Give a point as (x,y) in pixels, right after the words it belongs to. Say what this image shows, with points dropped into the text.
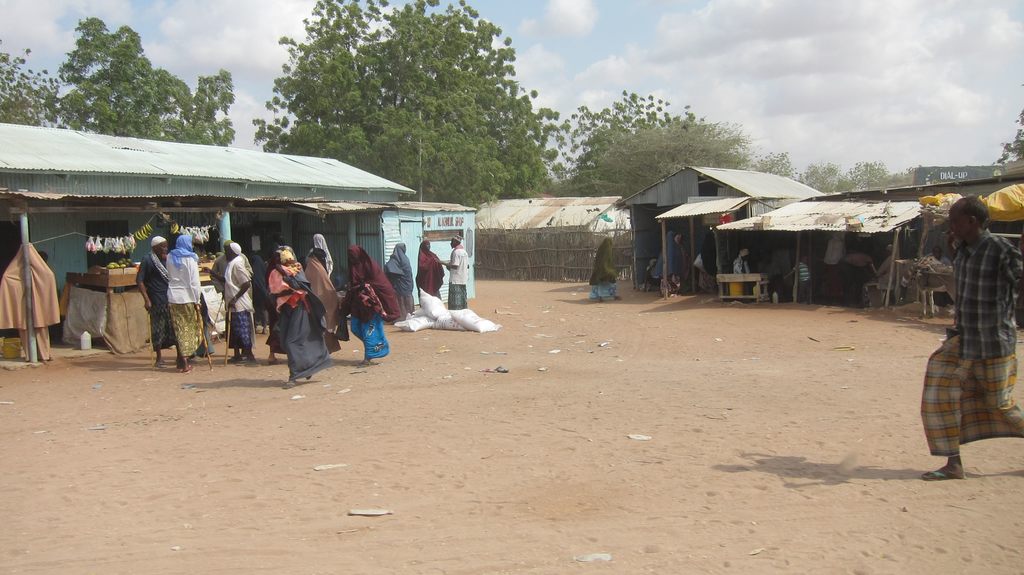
In this image I can see the ground (727,382), few persons (314,298) standing on the ground (569,466), few white colored bags (430,312) and few sheds (240,202). In the background (646,174) I can see few trees (526,156) and the sky (761,10).
